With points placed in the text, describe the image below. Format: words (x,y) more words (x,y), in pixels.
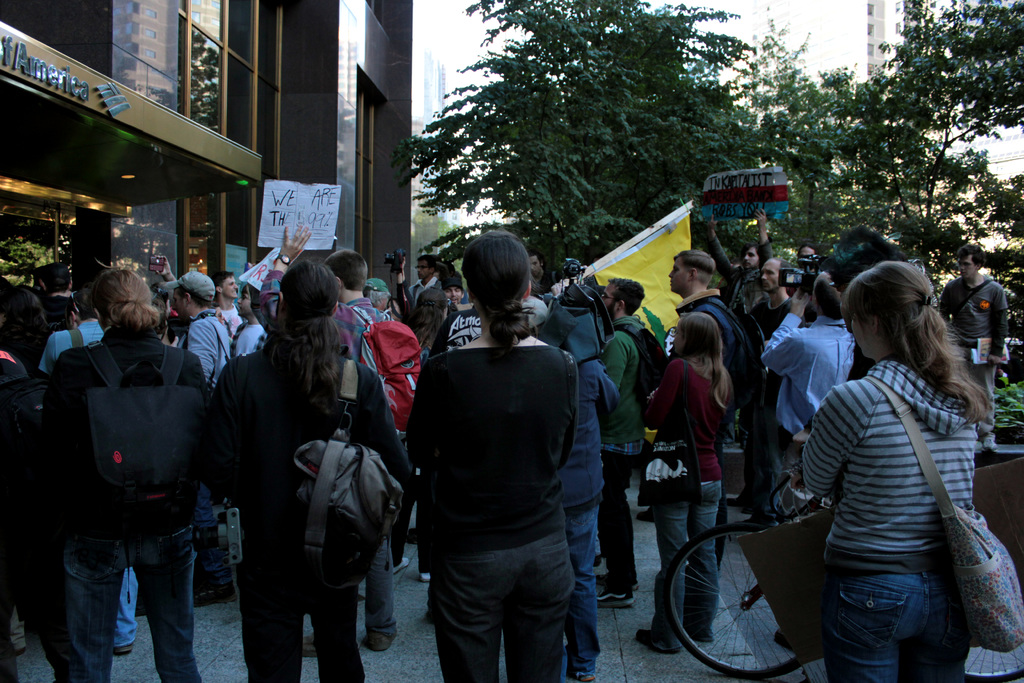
In this image in front (382,488) there are a few people (490,416) wearing the bags (384,504) and there are a few people (341,269) holding the placards (735,219). On the right side of the image (736,550) there is a cycle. In the background of the image (926,216) there are trees (640,101), buildings (93,73).
